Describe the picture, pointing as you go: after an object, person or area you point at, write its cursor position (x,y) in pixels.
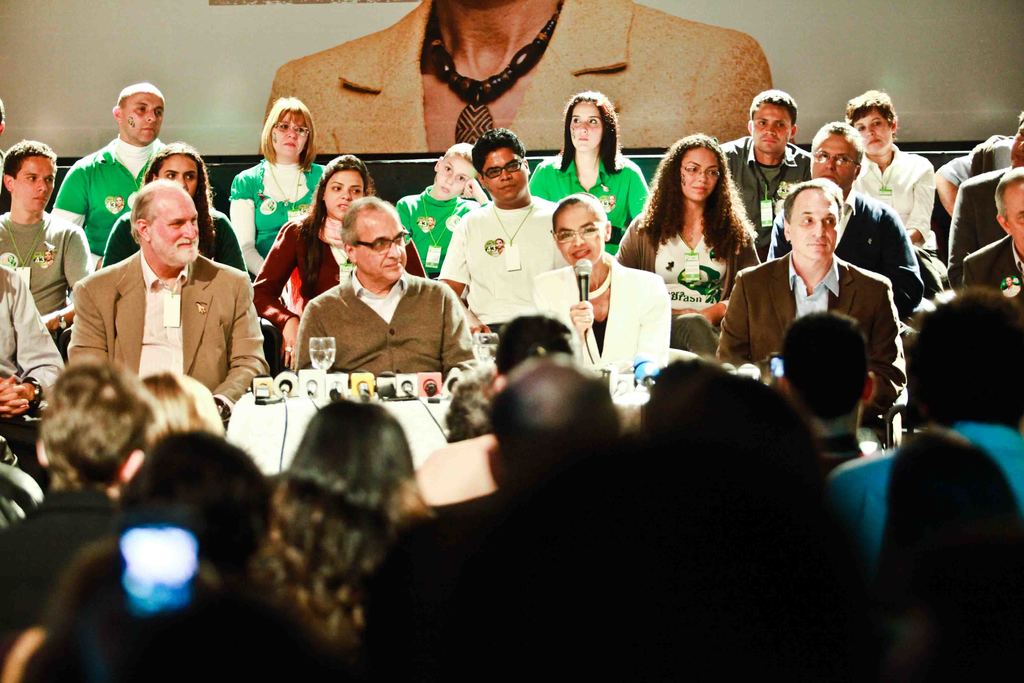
In this picture I can see many people (649,268) who are sitting behind the table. On the table (326,401) I can see many mics (415,395) and water glass (320,359). At the bottom (244,617) I can see another group of persons (945,546) who are sitting on the chair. At the top (396,3) there is a banner (637,23).
